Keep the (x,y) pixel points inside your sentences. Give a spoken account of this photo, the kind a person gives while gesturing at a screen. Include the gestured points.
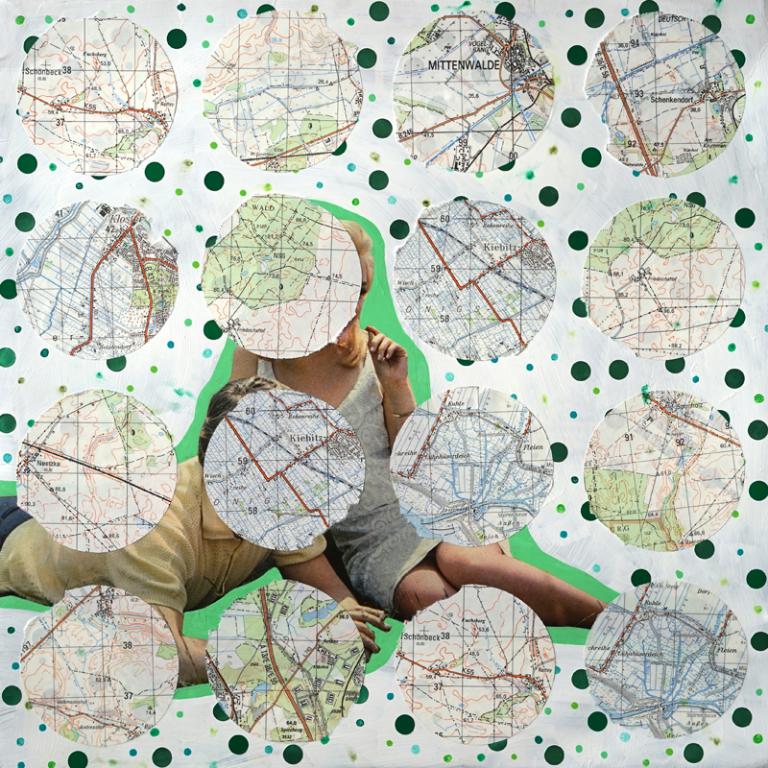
This is an edited image and here we can see people (389,471) and there are maps (543,306) and some text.
